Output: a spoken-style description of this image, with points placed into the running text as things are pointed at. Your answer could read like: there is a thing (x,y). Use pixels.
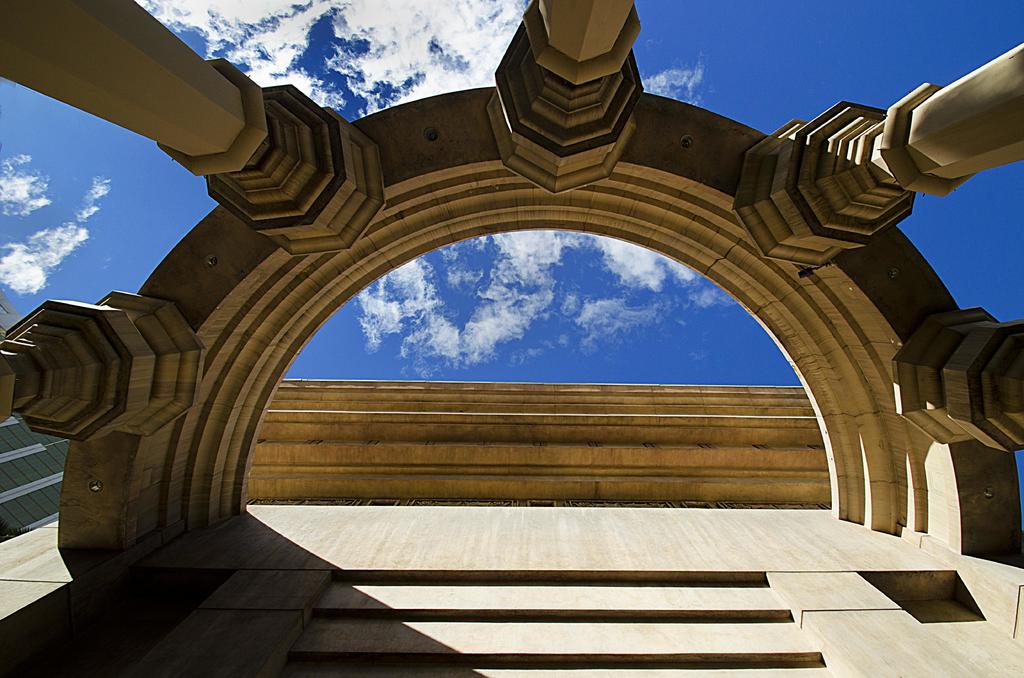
In this image we can see the wall (343,477) and pillars (506,167) with a design (774,237). And we can see the cloudy sky (492,263) in the background (404,30).
